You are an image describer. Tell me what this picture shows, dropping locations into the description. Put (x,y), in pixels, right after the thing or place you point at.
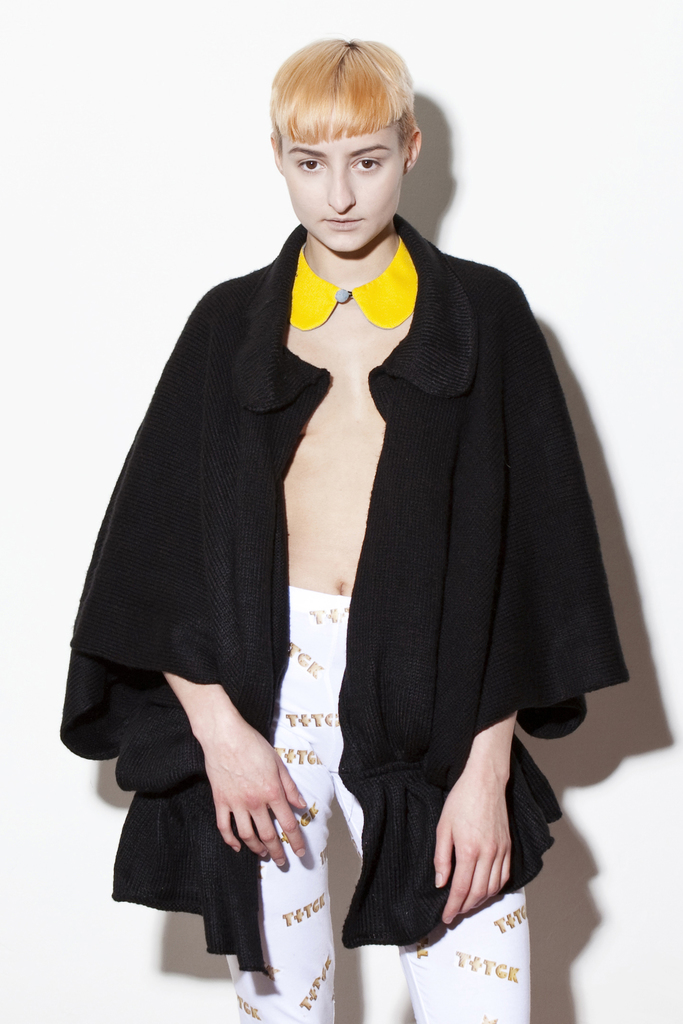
This picture shows human (221,304) standing and we see a black coat (183,594) and a white background (644,170) and a yellow color collar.
